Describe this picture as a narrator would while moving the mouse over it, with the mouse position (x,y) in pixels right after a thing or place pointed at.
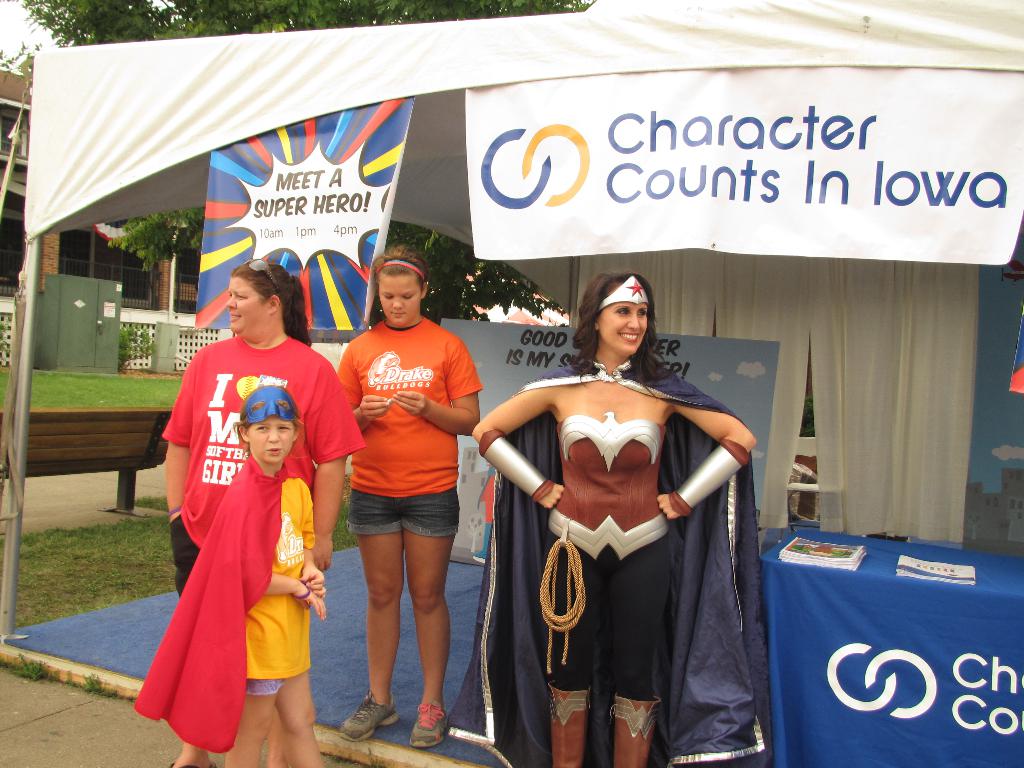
In this image I can see four members (278,674) standing. The person (225,618) in front (262,663) wearing yellow color dress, background (297,202) I can see few banners (314,202) in multi colored, building (5,89) in brown color, trees (162,36) in green color and sky (22,7) in white color.
